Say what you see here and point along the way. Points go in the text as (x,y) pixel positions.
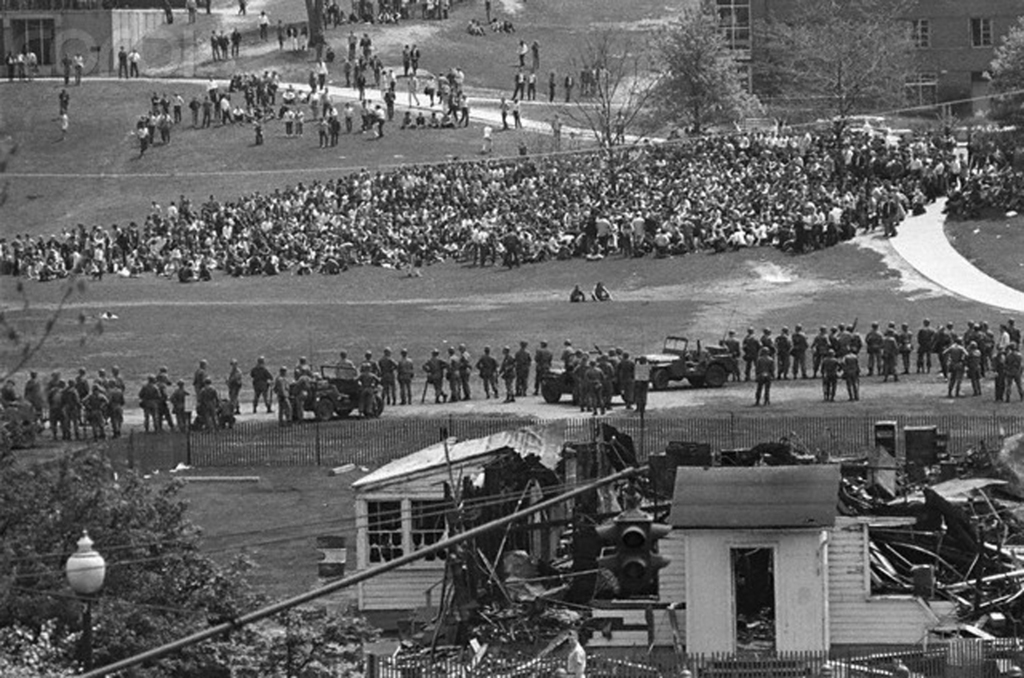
This is a black and white image. In the foreground of the picture (547,443) there are trees (106,570), cables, poles (371,575), street light (86,654), signal (608,541), buildings (816,530) and railing (725,674). In the center of the picture (578,231) there are people (588,196) sitting in an open field (11,188). On the background (62,40) there are buildings (73,31), trees (311,28) and people (417,67). In the center of the foreground there are soldiers (368,401) and vehicles (667,379).
